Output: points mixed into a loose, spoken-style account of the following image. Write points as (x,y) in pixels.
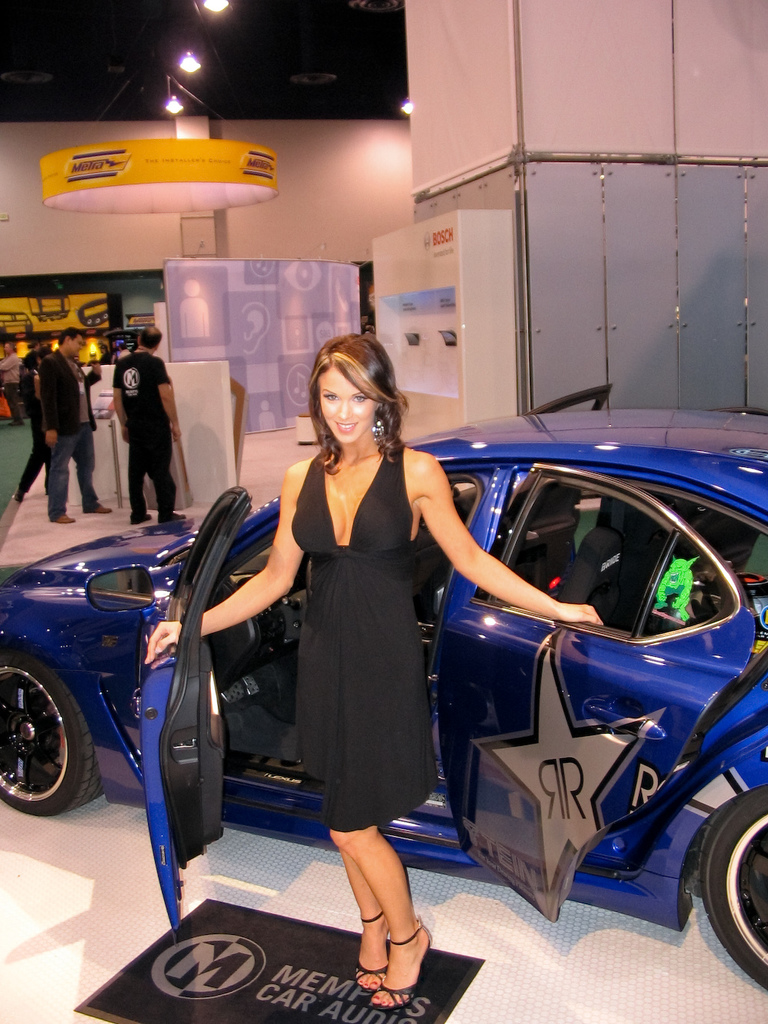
In this image I can see a woman (391,641) wearing black color dress (362,575) is standing and I can see a blue colored car (669,701) behind her on the white colored surface (604,982). In the background (35,347) I can see few other persons (63,459), the white colored wall (559,166), the ceiling (352,56) and few lights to the ceiling (233,74).
